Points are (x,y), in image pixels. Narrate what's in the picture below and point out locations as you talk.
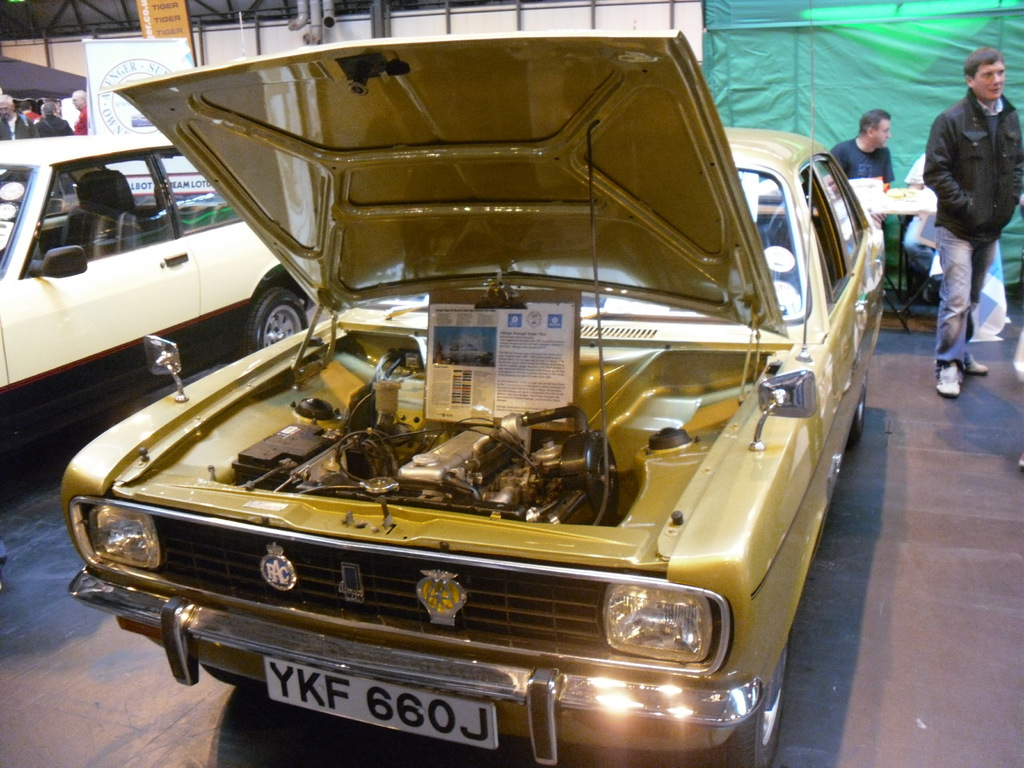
In this image we can see two cars (131,338) which are in yellow and white color, yellow color car bonnet (456,160) is opened and in the background of the image (986,137) there are some persons (950,197) standing and there is white and green color sheet (834,69).
